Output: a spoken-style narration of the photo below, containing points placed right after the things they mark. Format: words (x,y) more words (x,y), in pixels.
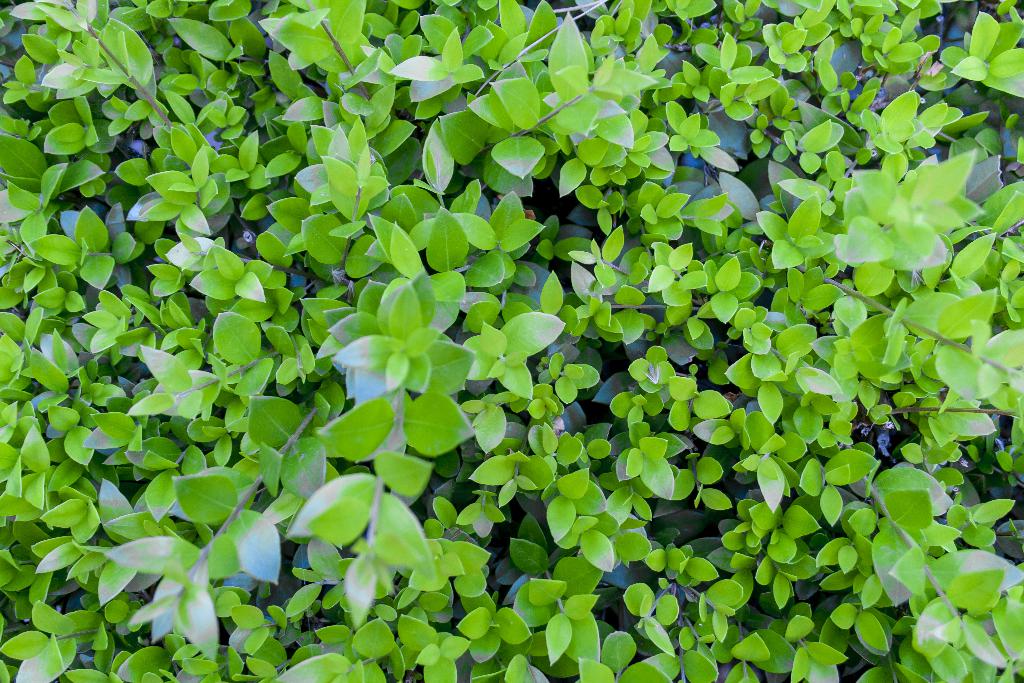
In this image we can see the plants (854,297) with the leaves (937,301) and stems (242,503).
